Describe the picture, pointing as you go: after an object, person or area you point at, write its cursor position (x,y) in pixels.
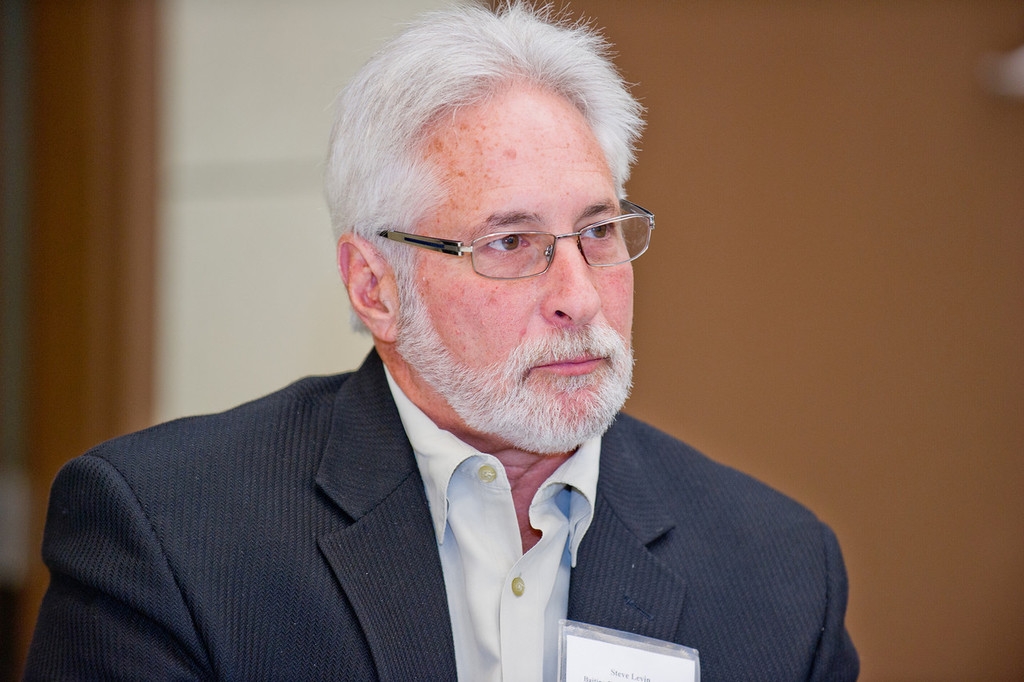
Here we can see a man (510,308). He is in a suit (234,660) and he has spectacles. There is a blur background (775,351).
